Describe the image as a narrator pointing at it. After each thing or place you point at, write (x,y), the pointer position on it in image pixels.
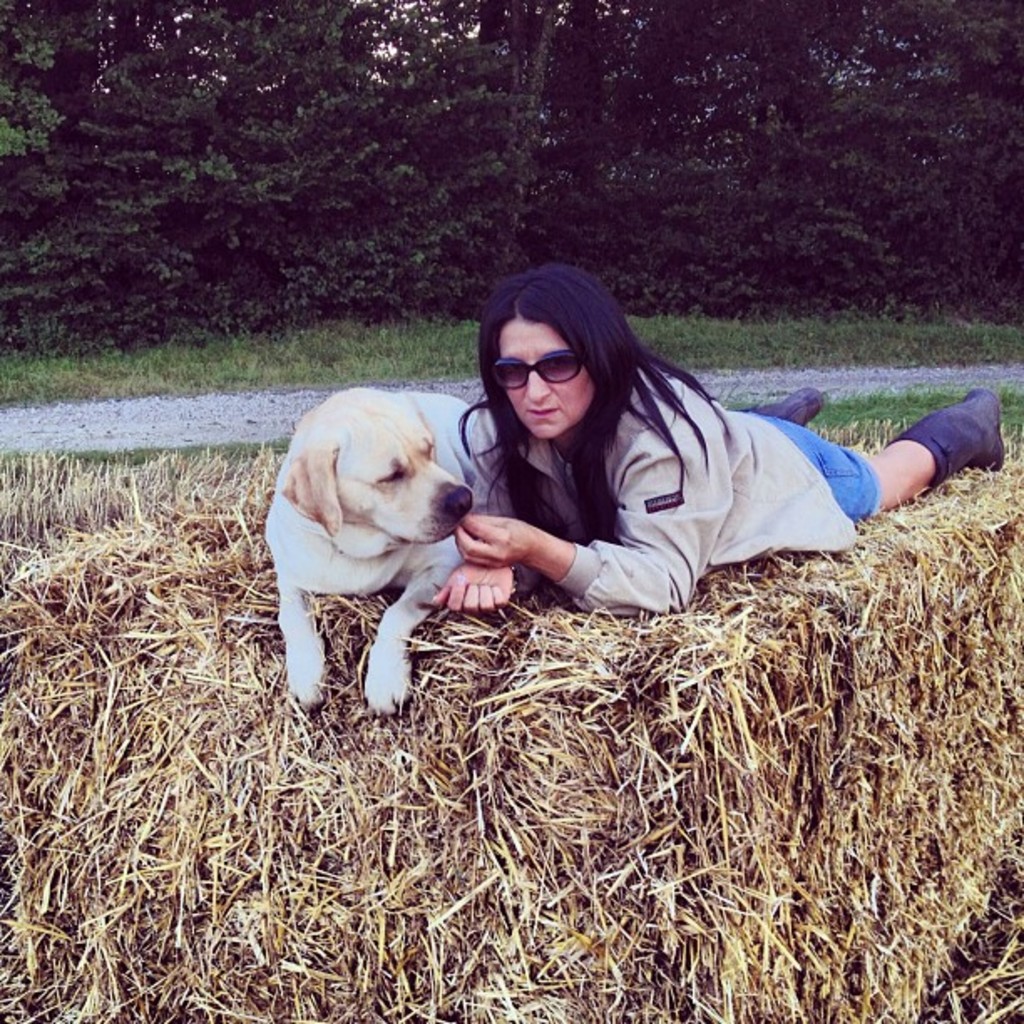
In this picture we can see a woman (554,497) lying on the hay bale (796,775). She has spectacles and there is a dog (391,572). On the background (513,222) there are trees (800,291) and this is road (886,389).
